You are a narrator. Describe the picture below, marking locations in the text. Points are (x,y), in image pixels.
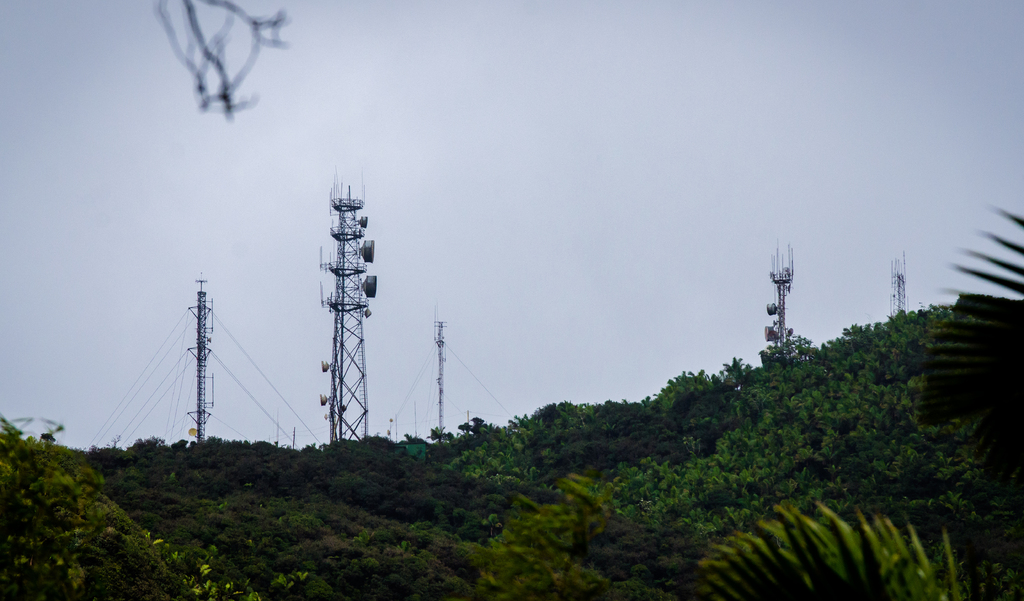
In the image we can see transmission towers (339,319) and electric wires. Here we can see the trees (499,436) and the sky (490,352).
